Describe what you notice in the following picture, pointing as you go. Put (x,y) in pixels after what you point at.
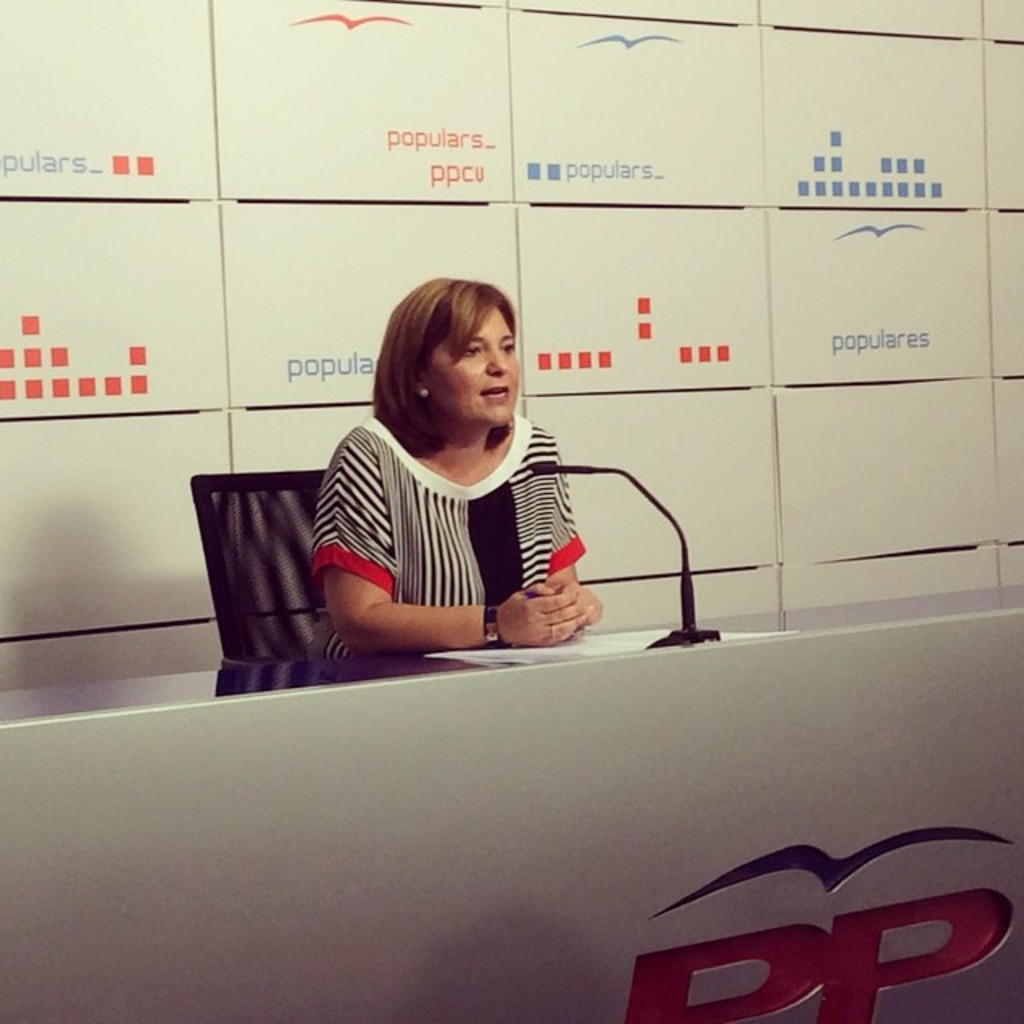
In this picture there is a lady (508,600) who is sitting at the center of the image (356,472) on the chair (298,535) by resting her hands (575,629) on table (501,680) and there is a mic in front of the lady (571,589).
